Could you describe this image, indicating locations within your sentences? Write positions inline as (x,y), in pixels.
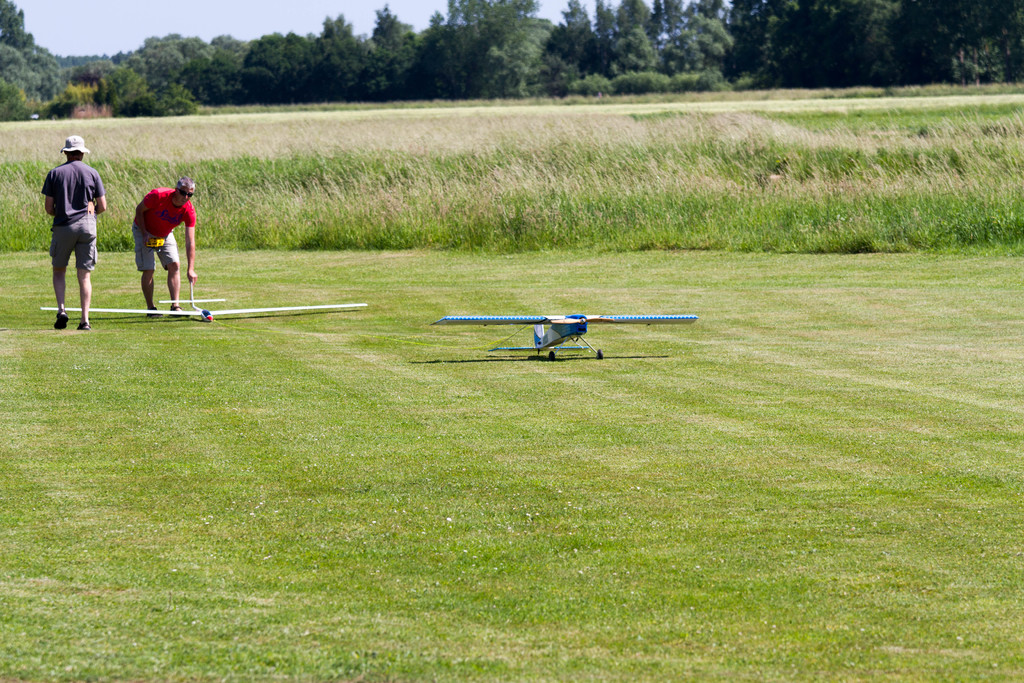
In this image we can see two people (56,281), planes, grass (567,376), and plants (413,158). In the background (923,77) there are trees (466,44) and sky (91,45).
